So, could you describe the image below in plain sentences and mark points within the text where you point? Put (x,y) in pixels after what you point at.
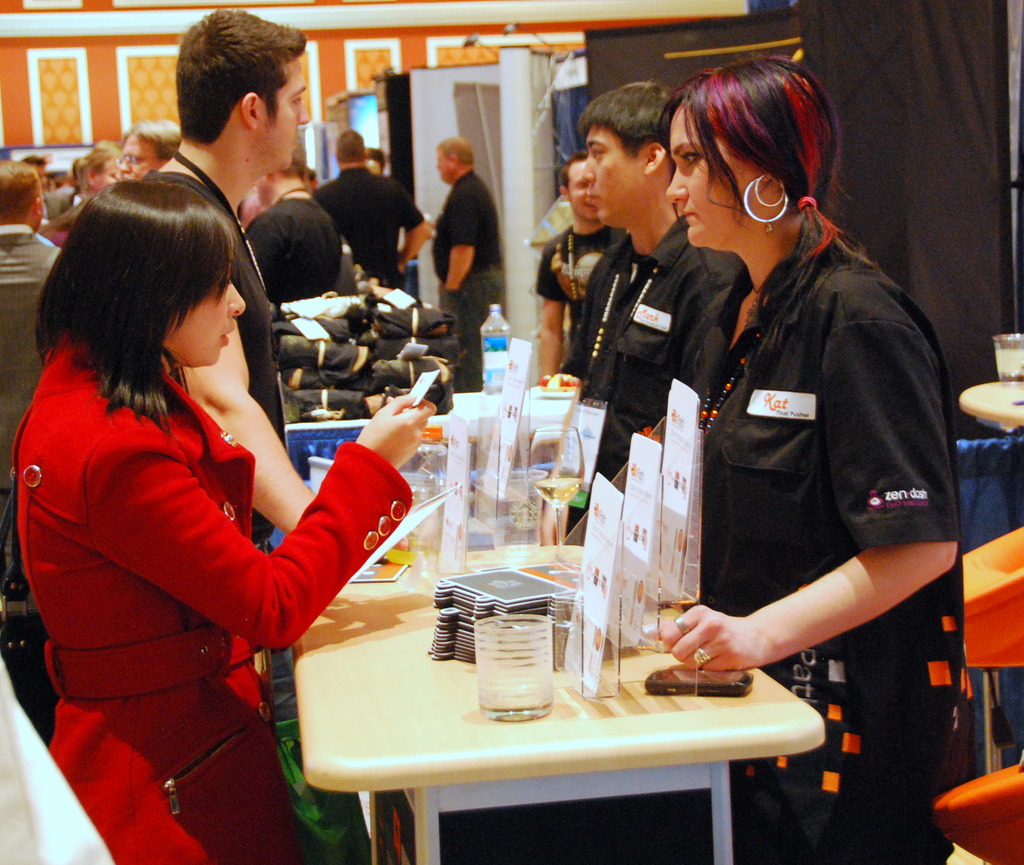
In this image there are a group of persons (222,254) standing, there is a woman (203,627) holding an object (423,387), there is a table (498,752) towards the bottom of the image (405,604), there are objects (425,429) on the table (699,754), there are objects (1011,428) towards the right of the image (982,408), there is a wall (419,41) towards the top of the image (35,51), there is an object (19,796) towards the left of the image (18,778).
